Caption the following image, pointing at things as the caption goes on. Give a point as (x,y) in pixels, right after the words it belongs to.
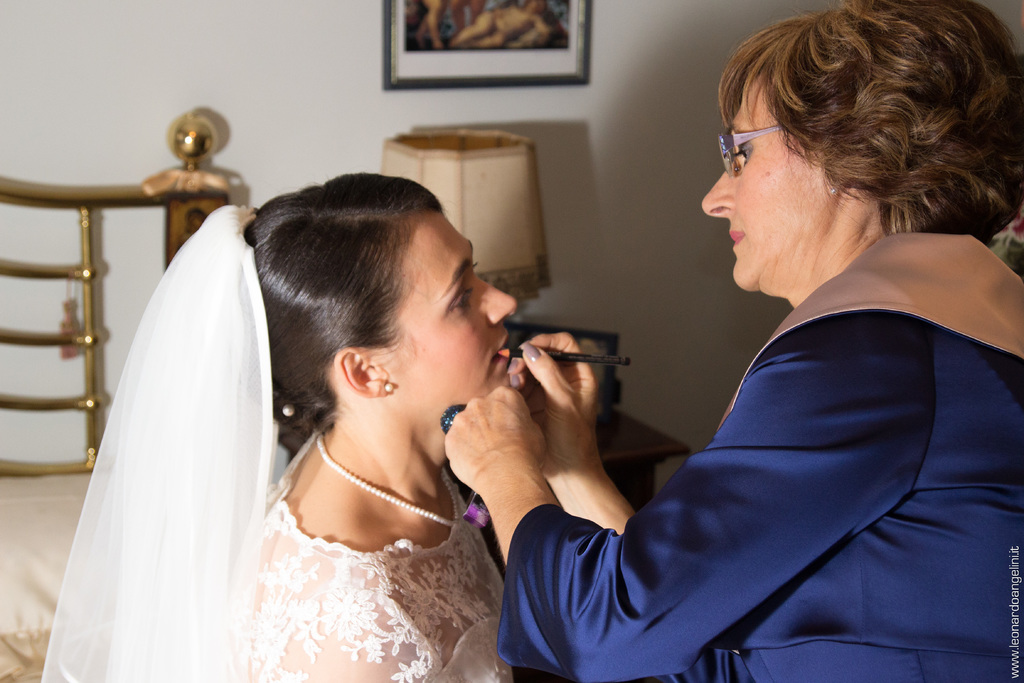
The woman (308,498) wearing white dress (309,580) is sitting and there is a make up artist (771,386) in front of her and there are some other objects (660,461) in the background (495,51).
